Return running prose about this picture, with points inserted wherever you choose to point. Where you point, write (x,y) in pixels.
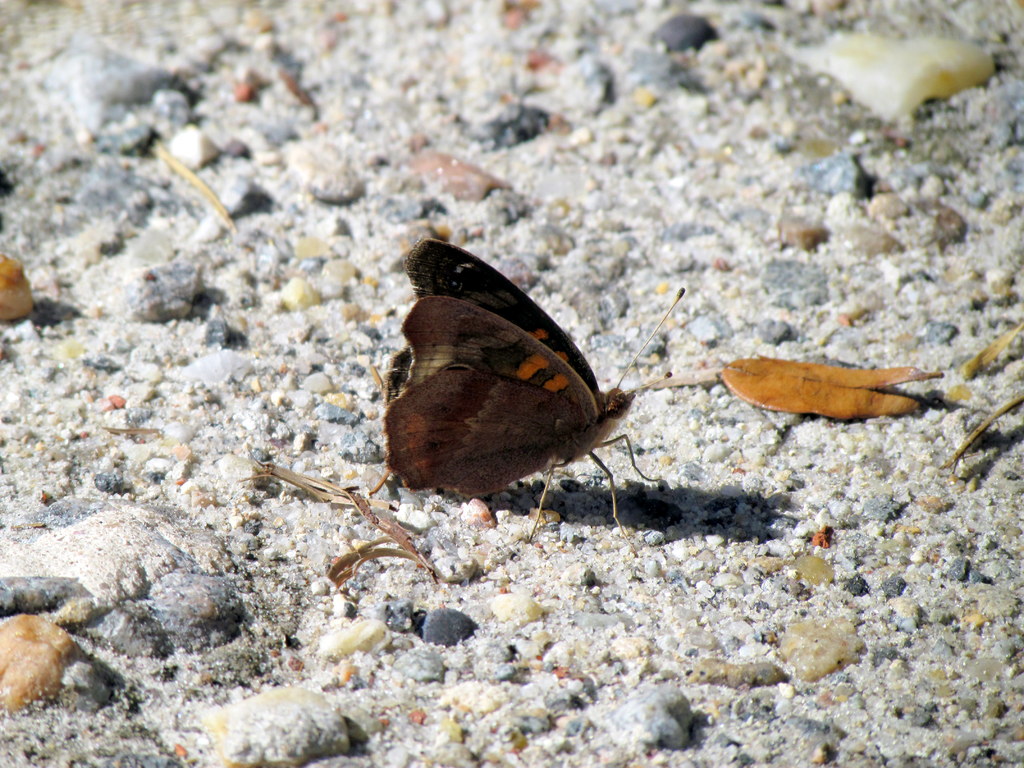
In this image there is a butterfly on the land (564,586) having rocks (704,429).
